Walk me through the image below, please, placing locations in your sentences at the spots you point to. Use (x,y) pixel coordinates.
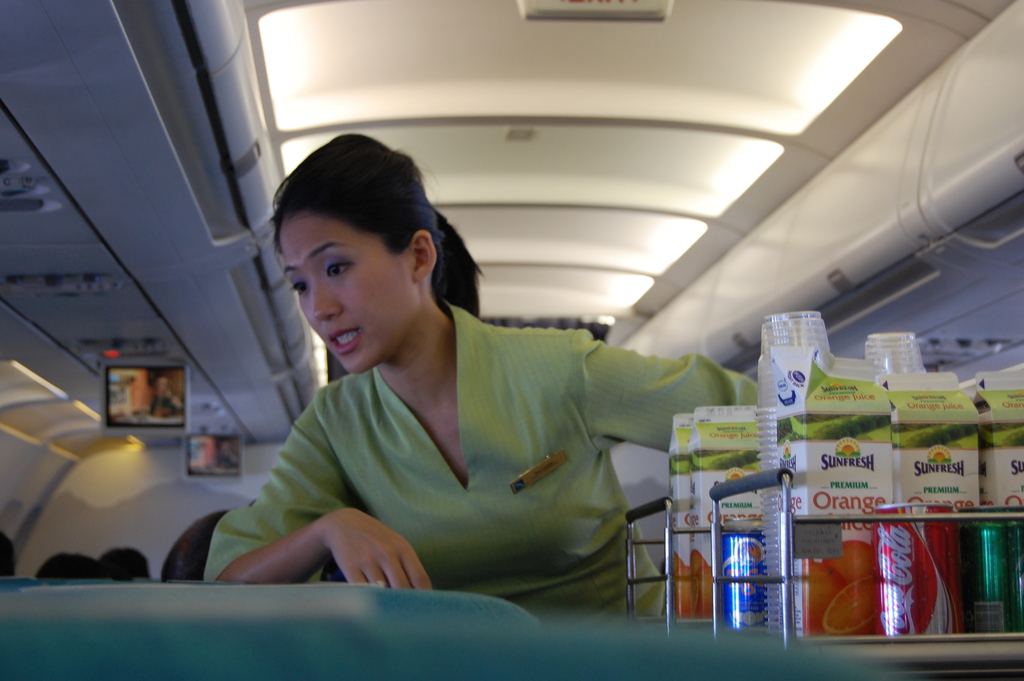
In this image I can see a person (388,416) standing wearing green dress (399,425), in front (905,530) I can see few glasses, tins (890,529). At the back (168,519) I can see wall (137,499) in white color and few screens (217,467).
